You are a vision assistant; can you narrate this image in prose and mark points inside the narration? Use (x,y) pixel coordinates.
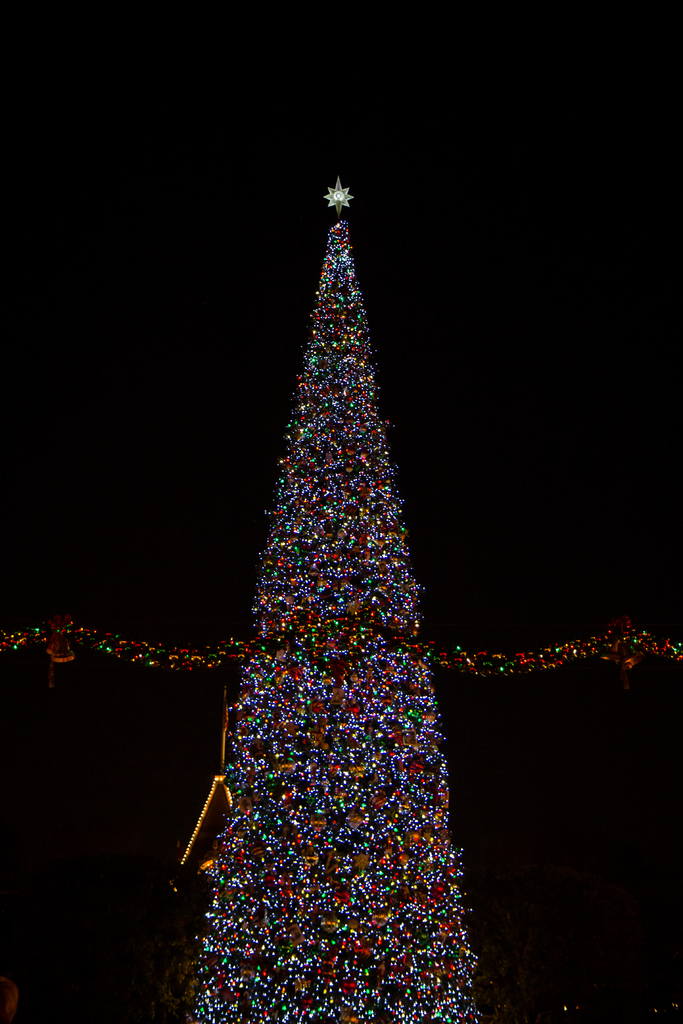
In this image I can see lights (252,917) in a shape of a tower (338,707). The background of the image (602,820) is dark.
